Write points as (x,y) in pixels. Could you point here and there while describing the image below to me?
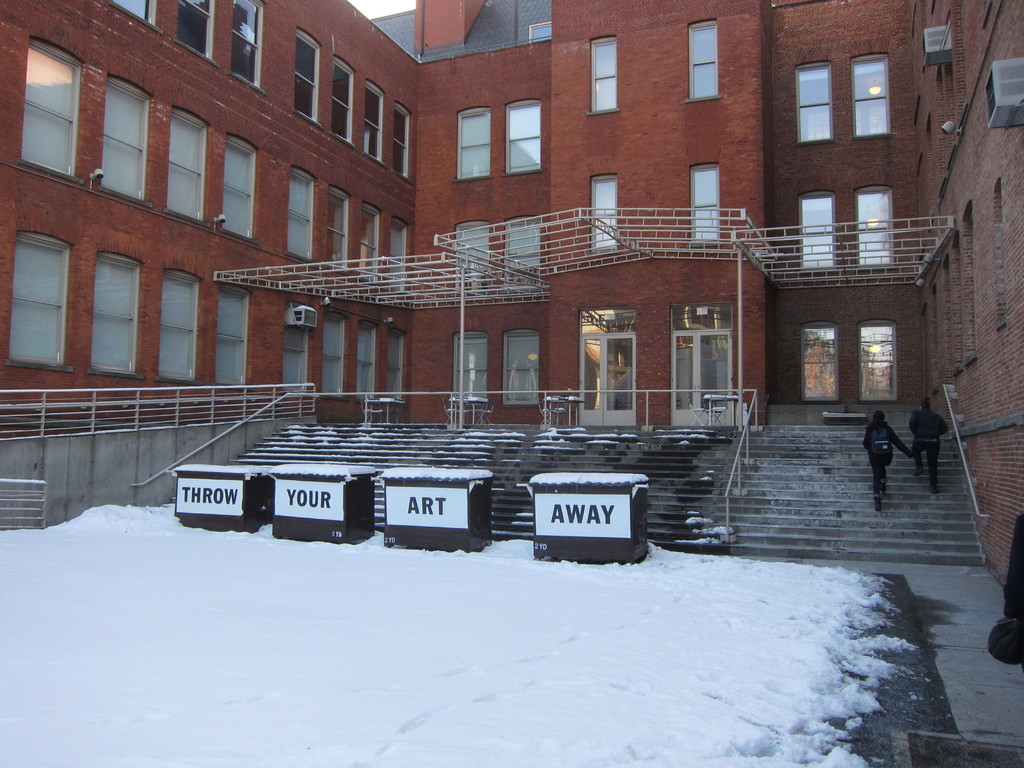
In this picture we can see boxes (599,547) on snow (573,764) with some text (591,518) on it, two people (928,448) walking on steps (702,448), railings (294,417), building (377,101) with windows (822,123) and some objects (751,251).
